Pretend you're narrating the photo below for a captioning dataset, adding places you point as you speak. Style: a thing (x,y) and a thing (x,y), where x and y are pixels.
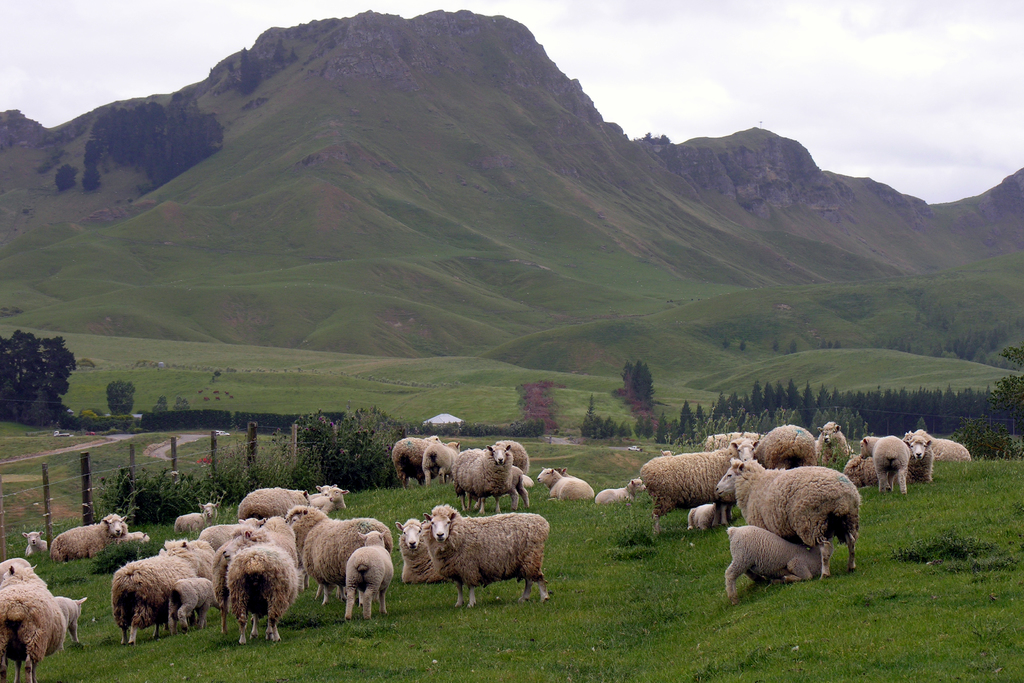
There are sheep (925,441) on a ground (920,494) of a hill (500,589), on which there is grass (175,646). In the background (216,494), there is a fence (269,436), there are plants (329,441), trees (759,393), mountains (445,82) and clouds (612,21).
